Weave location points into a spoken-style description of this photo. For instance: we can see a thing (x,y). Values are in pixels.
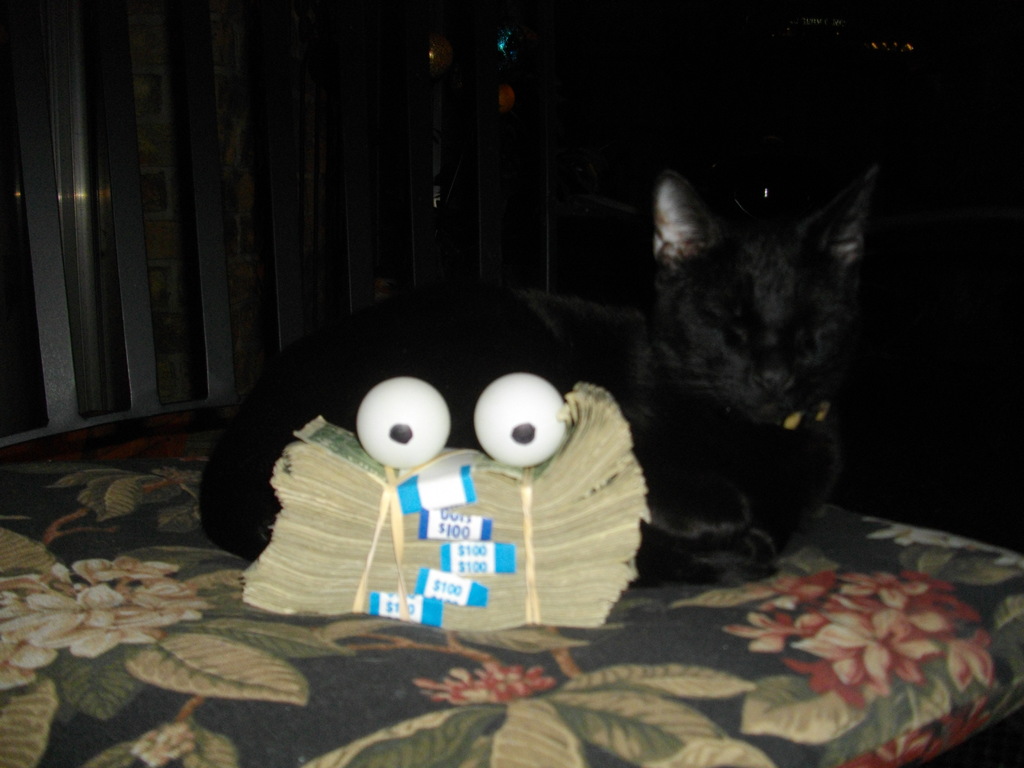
In the center of the picture (540,501) there are currency notes (506,493), eyeballs (441,431) and a cat (686,303) on a cushion (571,670). In the background (285,233) there are lights (508,105) and an iron object (217,226).
